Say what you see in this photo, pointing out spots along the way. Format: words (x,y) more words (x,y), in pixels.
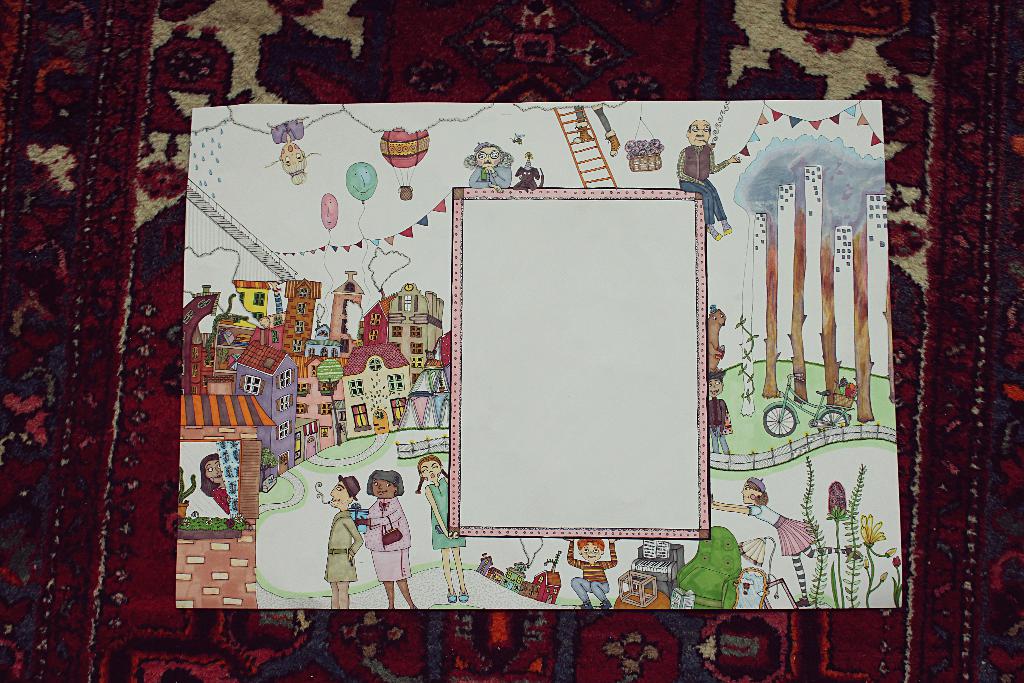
In this image we can see the painting (380,273) on the board (449,283), which is on the surface (996,607) which looks like a mat (323,34), in the painting (600,434) we can see cartoon images (439,463) of people (439,463), building (223,432), a bicycle (804,414), balloons (365,187), and some other objects (657,576).
